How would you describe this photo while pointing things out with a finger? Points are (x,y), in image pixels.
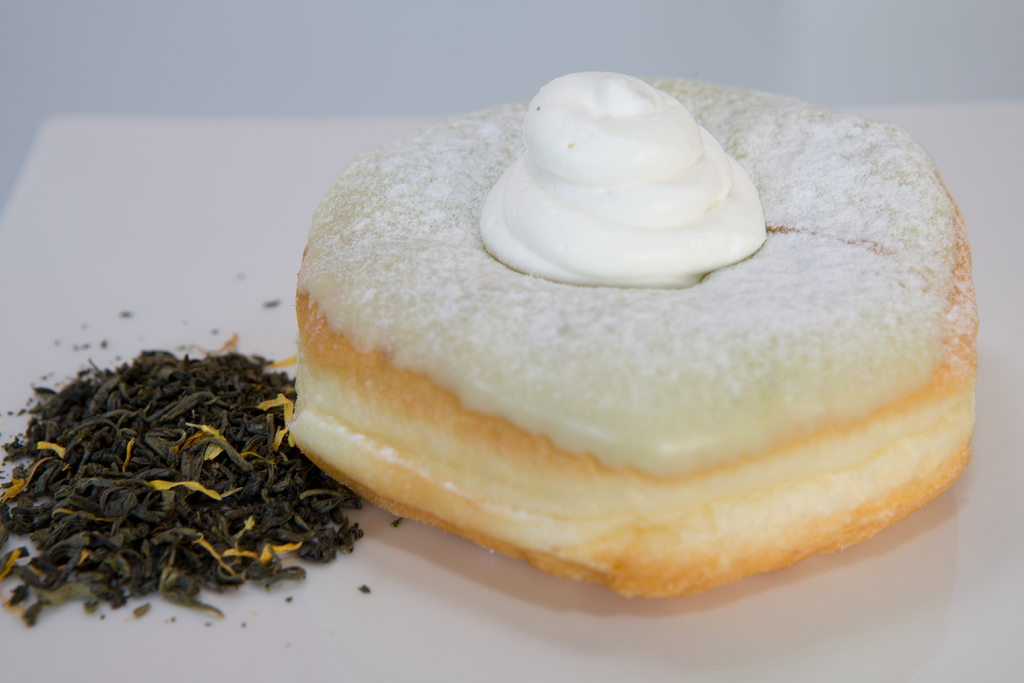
In this image there are food items (400,272) placed on the white color surface (1004,150).
